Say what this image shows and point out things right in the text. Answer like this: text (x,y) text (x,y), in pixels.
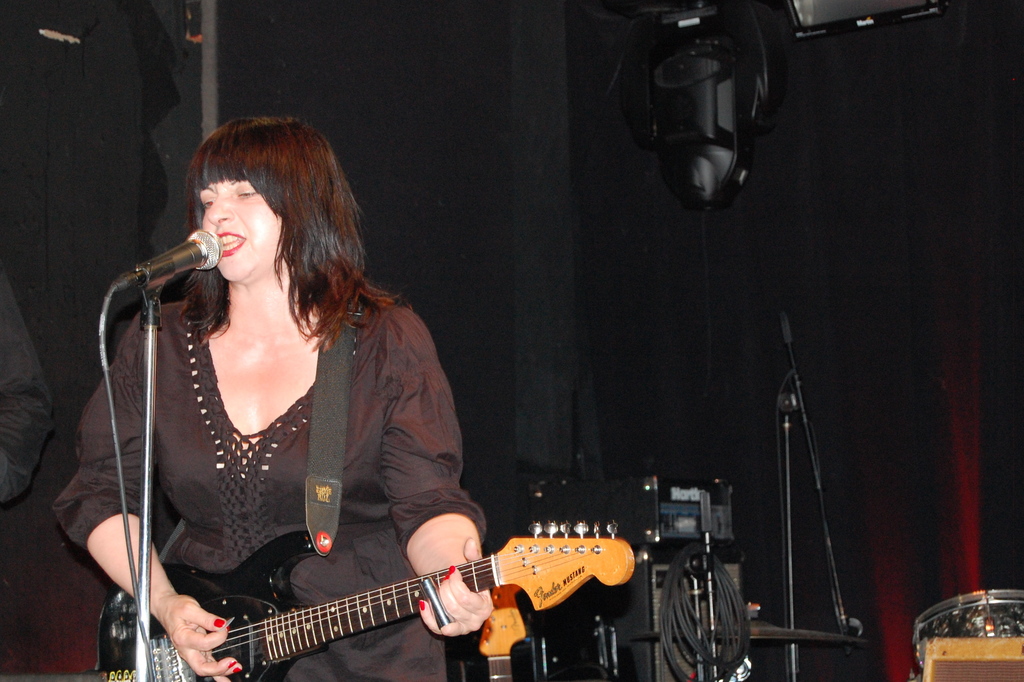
In this image I see a woman (417,341) who is holding a guitar (150,678) and standing in front of a mic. In the background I see few equipment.
